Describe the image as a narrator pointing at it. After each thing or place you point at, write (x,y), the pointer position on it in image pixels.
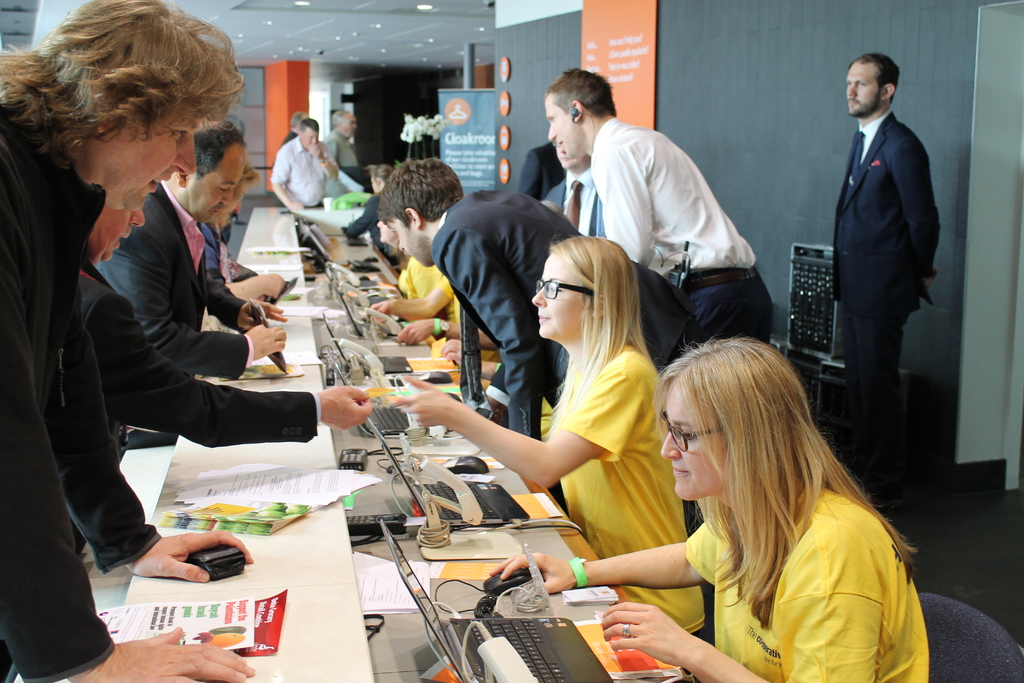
In this image I can observe some people (555,405) sitting in front of a table (372,504). On table (366,447) there are laptops (385,532) and some papers (393,602). On the left (49,316) there are few people (90,363) standing.
